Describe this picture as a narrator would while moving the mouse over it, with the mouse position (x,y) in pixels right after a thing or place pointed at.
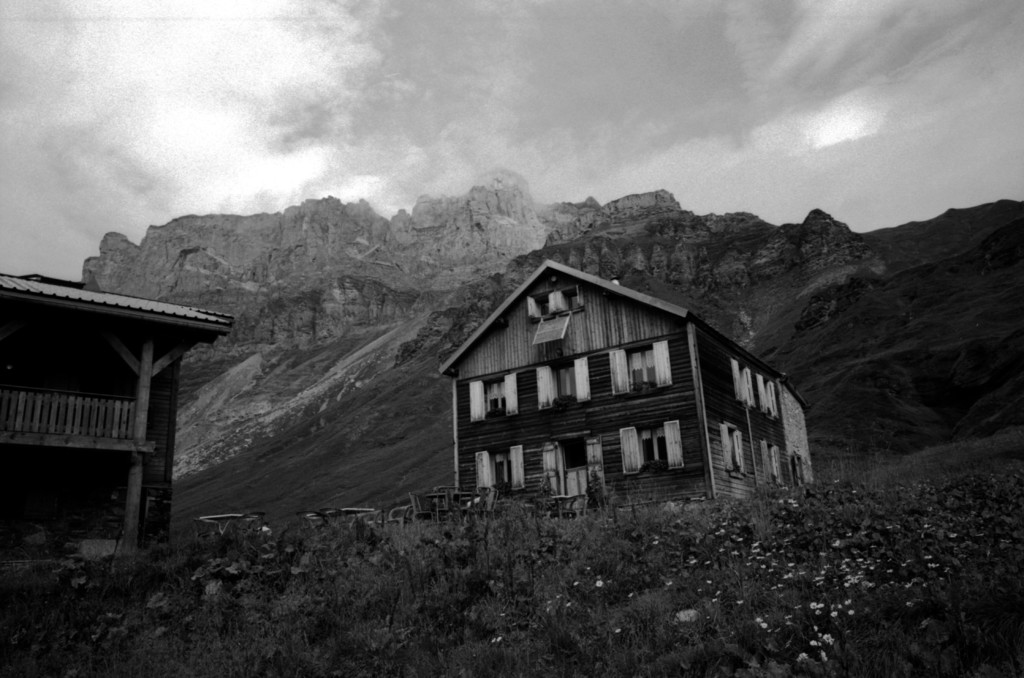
In this image we can see some houses (538,308) and plants (462,598) at the foreground of the image (352,610) and at the background of the image (394,339) there are some mountains (397,302) and cloudy sky (305,147).
